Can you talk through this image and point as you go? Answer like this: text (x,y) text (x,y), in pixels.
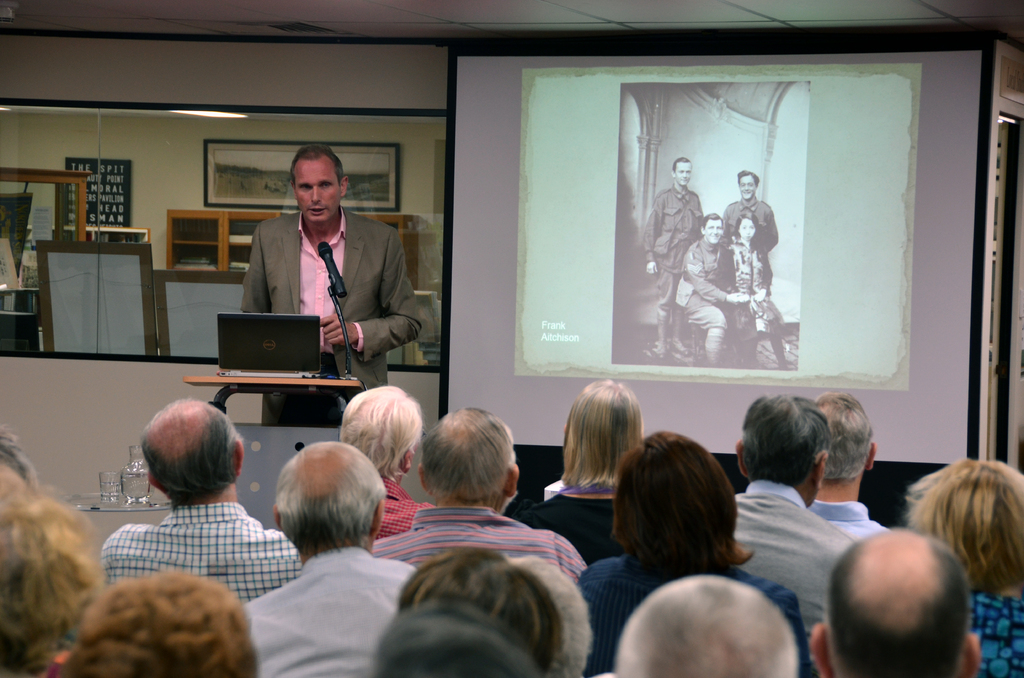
In this picture we can see people (575,436) sitting and looking at a man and projector display (625,373) with a picture (648,348) on it. We can see a table (247,446), a laptop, a mike (343,295), and glasses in front of the person (394,334). In the background (5,167), we can see glass window (14,182), mirror (48,296) and frames (180,342).
